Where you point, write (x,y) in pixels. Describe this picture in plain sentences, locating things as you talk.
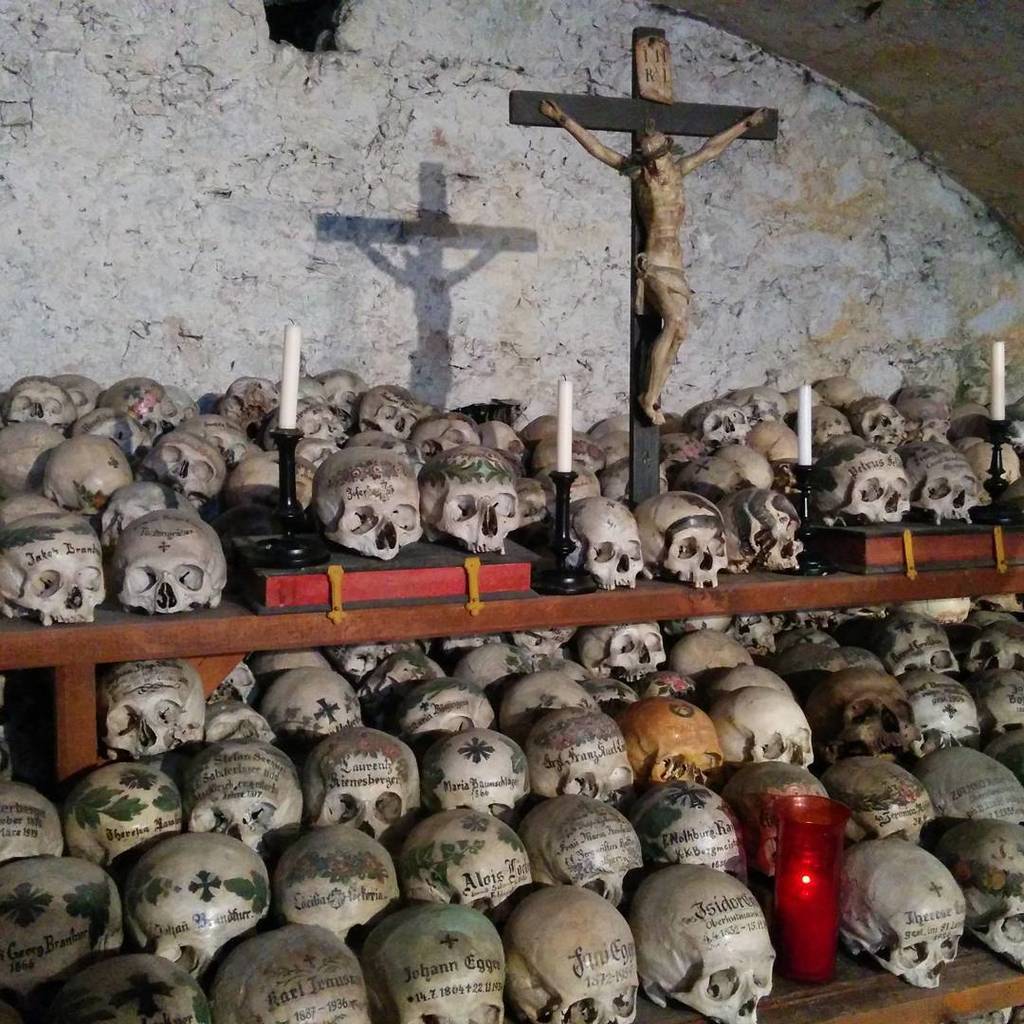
In this picture we can see a few skulls (68,539) and a book (888,537) on the shelves (890,994). Some text (165,935) is visible on these skulls (498,511). We can see a few candles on the stands (987,509). There is a candle (799,893) visible in an object (791,876). There is a person (672,222) visible on a cross sign (655,93). We can see the shadow (419,311) of the cross sign (655,329) and a person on the wall (611,18).
